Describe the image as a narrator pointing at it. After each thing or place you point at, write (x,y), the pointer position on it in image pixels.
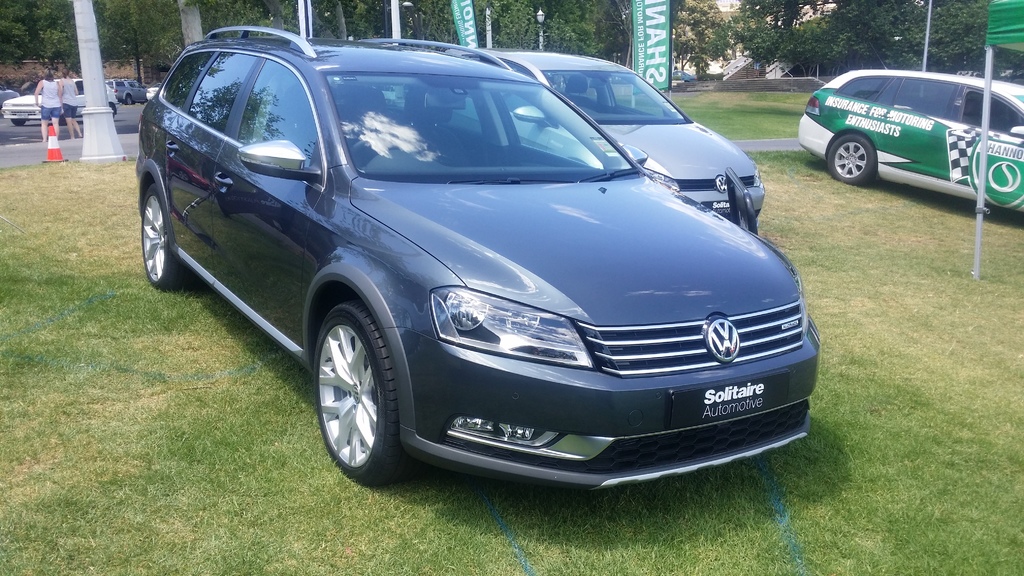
In this image I can see the vehicles (617,310) on the grass (894,438). In the background (60,112) I can see few more vehicles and the people (48,117) on the road (25,129). To the side of the road (38,128) I can see many banners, traffic cone (61,157), many trees (143,47). I can also see the building (727,72) to the right (727,72).
